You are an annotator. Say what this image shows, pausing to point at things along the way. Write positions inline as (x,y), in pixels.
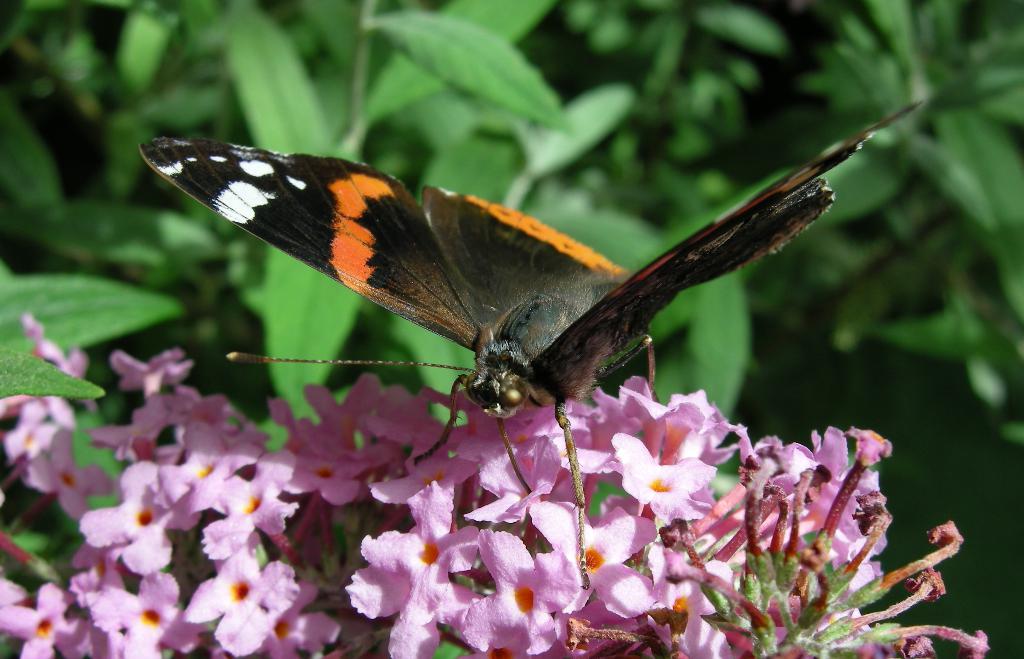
In the picture I can see a butterfly (433,266) which is in black, yellow and white color is lying on flowers (281,494) which are pink color and in the background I can see some leaves (4,226) which are green color.
